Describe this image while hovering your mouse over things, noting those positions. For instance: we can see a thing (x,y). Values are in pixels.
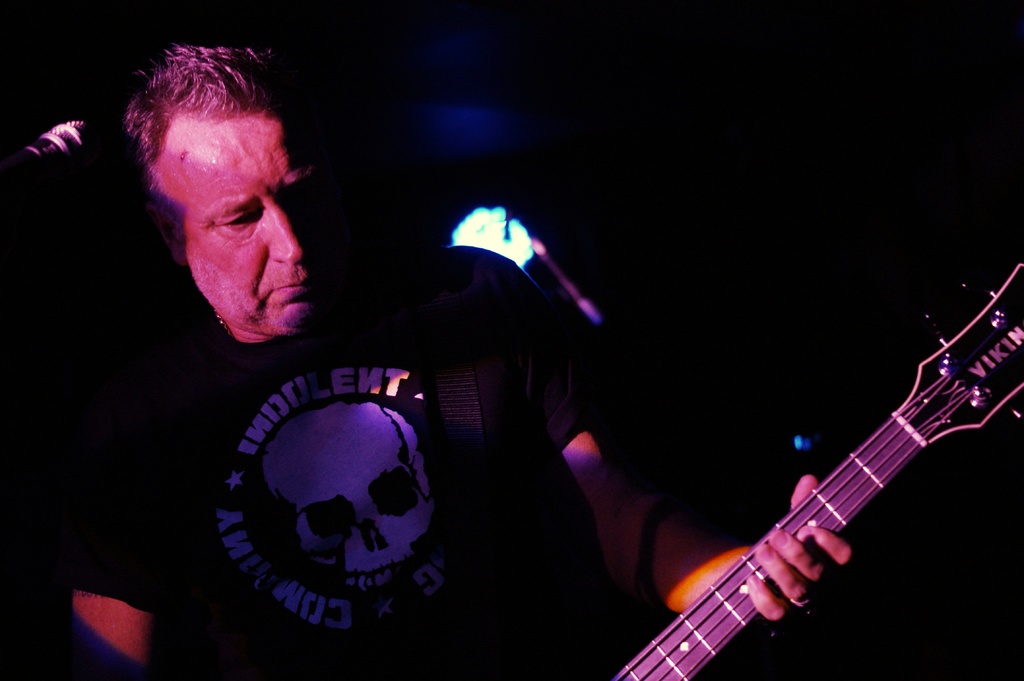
In this image I see man (502,460) who is holding a guitar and there is a mic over here.
